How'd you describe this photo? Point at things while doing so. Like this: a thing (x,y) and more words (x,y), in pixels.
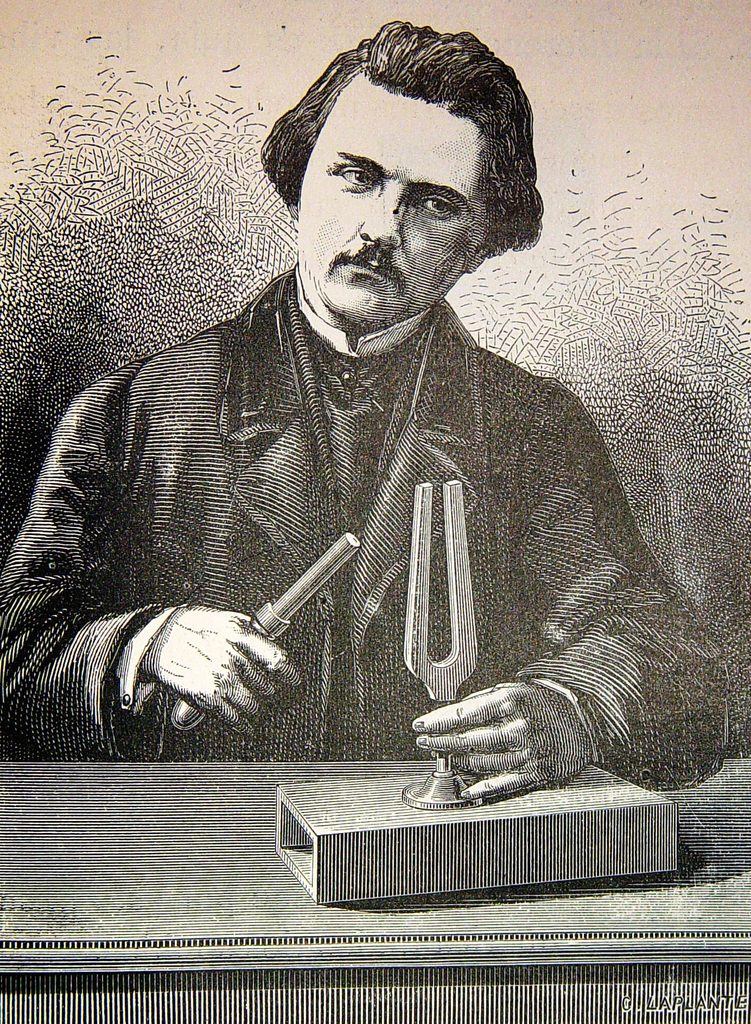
This image is a sketch of a person (193,589) holding the objects (443,679). We can also see the table (650,985). In the bottom right corner (671,996) there is text (706,1007).
